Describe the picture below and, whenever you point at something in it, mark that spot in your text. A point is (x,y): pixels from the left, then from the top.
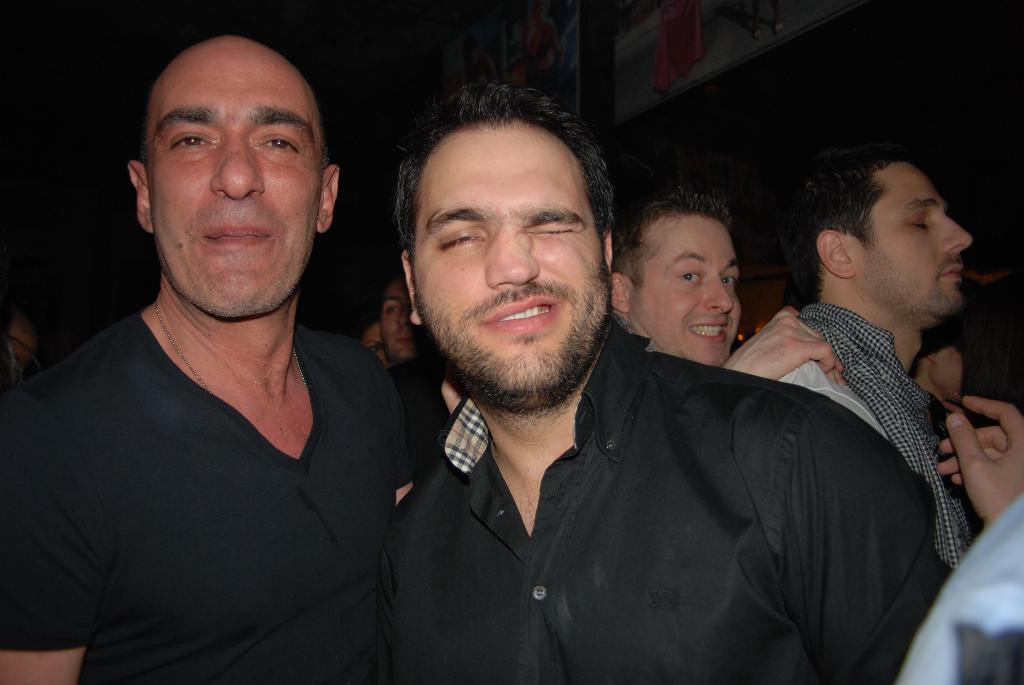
The picture consists of many people (561,397). In the foreground (351,428) there are two persons (399,465) wearing black shirt (504,504). The background (62,133) is dark.
